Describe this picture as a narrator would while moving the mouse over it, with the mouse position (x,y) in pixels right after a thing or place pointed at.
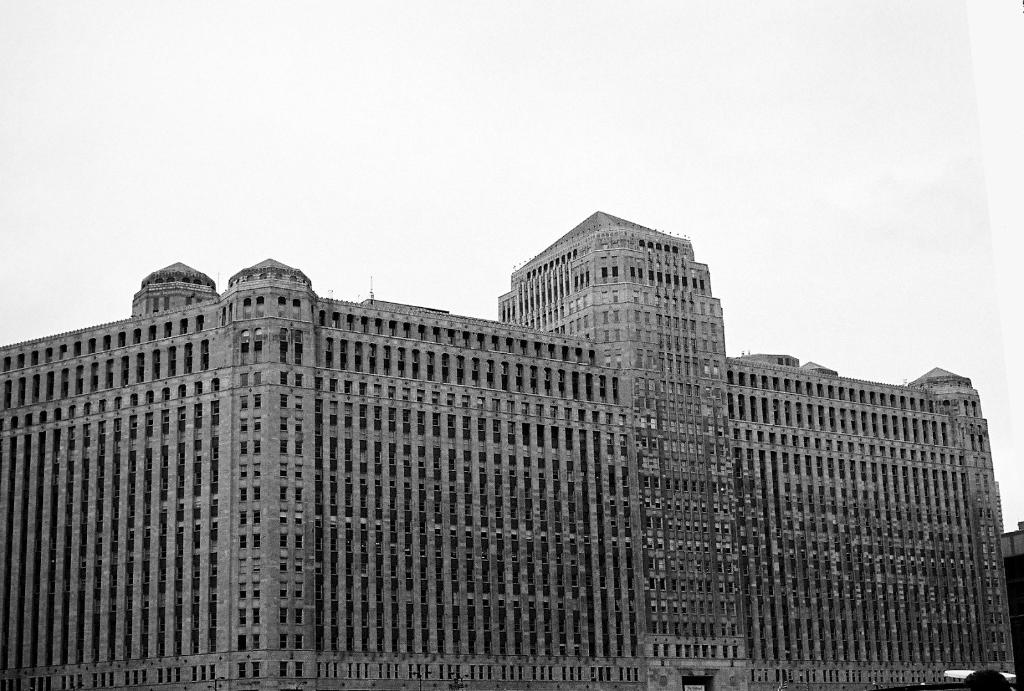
This picture shows a building (596,440) and we see a cloudy Sky (331,149).
